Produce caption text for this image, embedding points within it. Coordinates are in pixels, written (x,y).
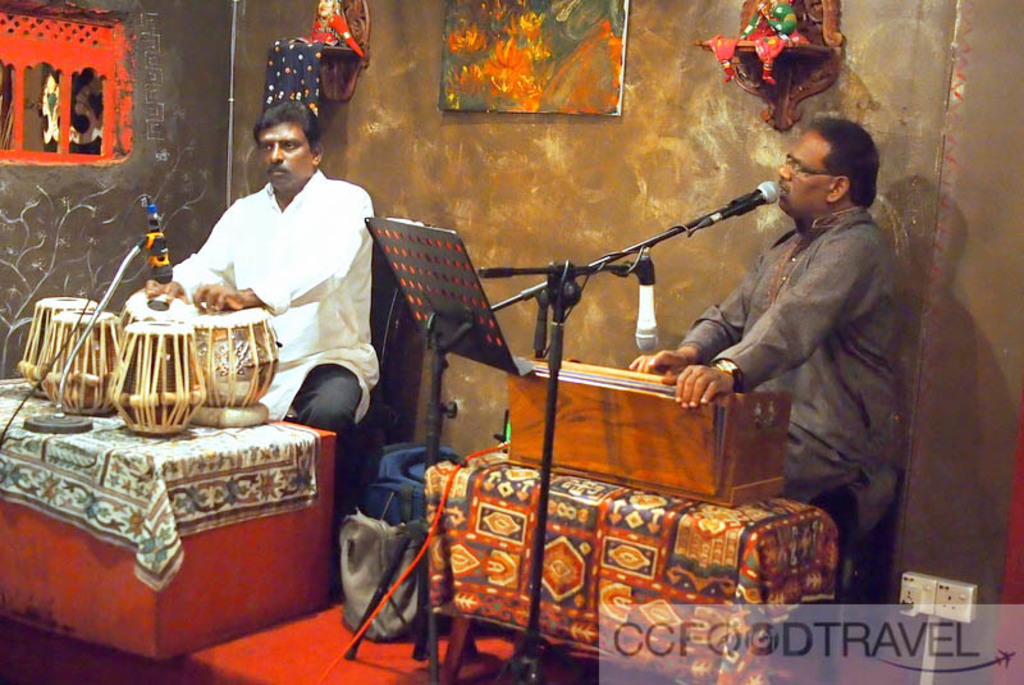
In this picture there is a person (298,133) who is sitting at the left side of the image (283,237), he is playing the tabla (222,379) and there is a mic (153,211) in front of them, there is another person (762,305) at the right side of the image (760,318) who is playing the harmonium (706,417) and there is also a mic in front of him, there is a blue color bag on the floor (327,628), there is a portrait (448,97) on the wall (658,34) and there is a red color window (96,162) on the wall (137,162) at the left side of the image (18,154), there are two tables (526,589) in front of them, on which the musical instruments (109,351) are placed.
